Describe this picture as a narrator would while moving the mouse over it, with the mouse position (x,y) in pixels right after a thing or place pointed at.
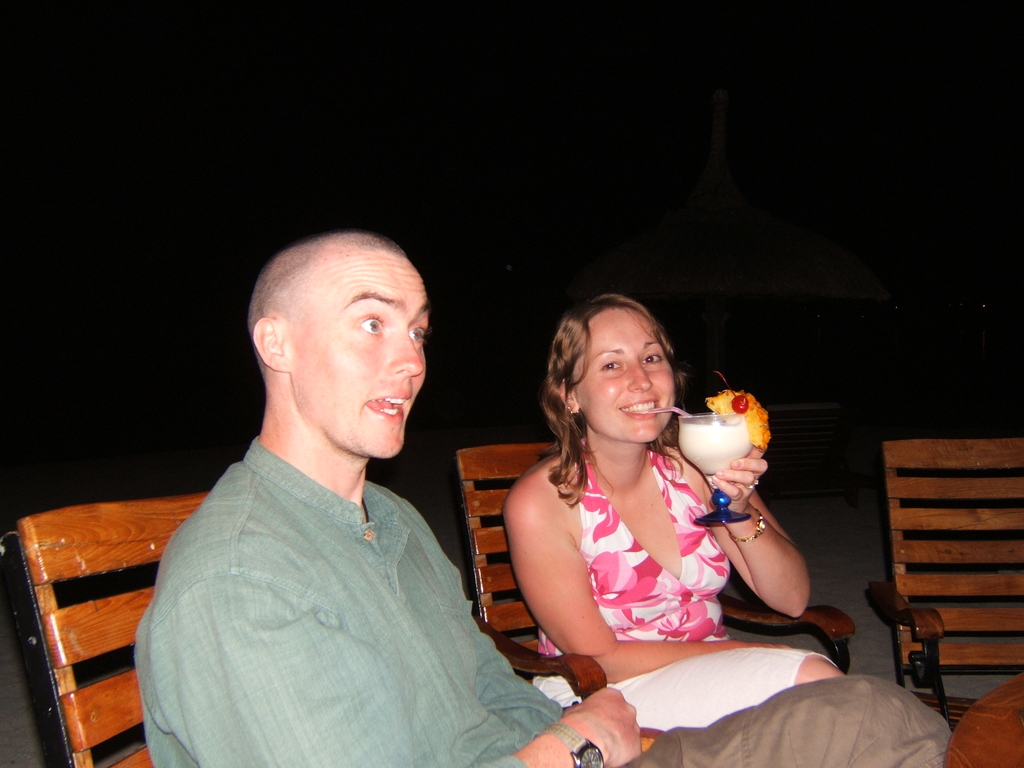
In this picture there is a person (931,744) sitting on the chair (193,502) and there is a woman (515,515) sitting and holding the glass (697,437). On the right side of the image (957,537) there is a table (1015,714) and chair (1012,542). At the back (142,140) there is a black background.
